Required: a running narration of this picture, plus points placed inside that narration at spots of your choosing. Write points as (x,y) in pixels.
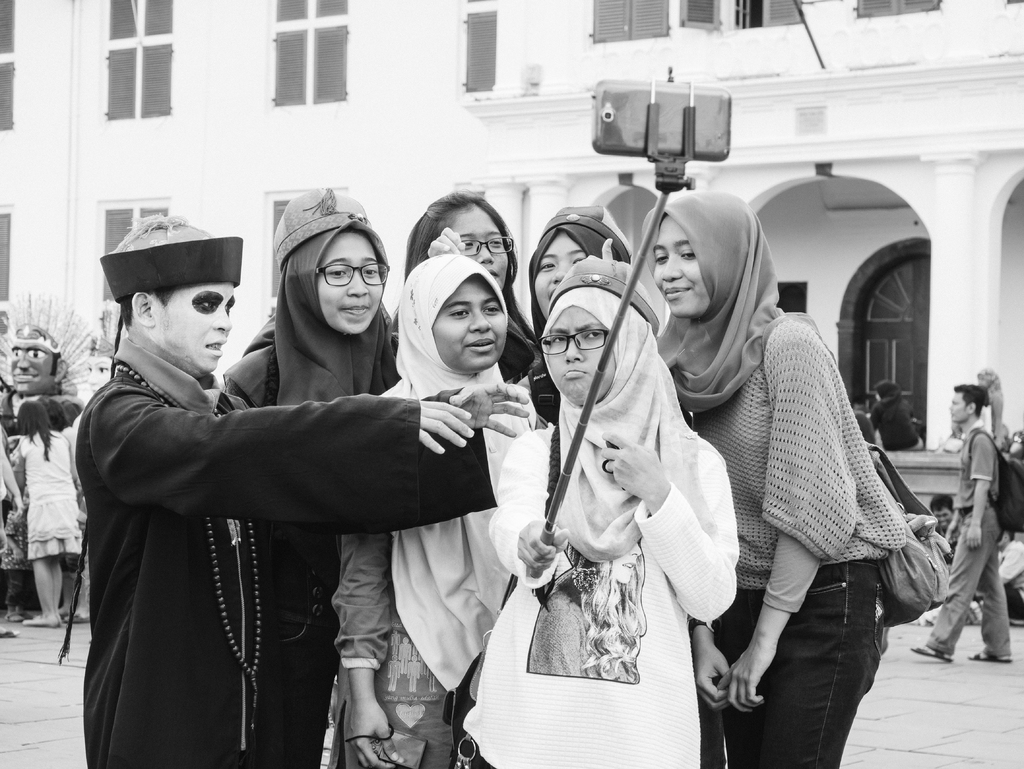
In this picture we can see some people (707,406) standing here, a woman (619,502) in the front (510,438) is holding a selfie stick (647,128), in the background (763,41) there is a building (847,47), we can see a person (987,536) walking on the right side (975,547), there are some windows (158,41) of the building (237,77) here.
